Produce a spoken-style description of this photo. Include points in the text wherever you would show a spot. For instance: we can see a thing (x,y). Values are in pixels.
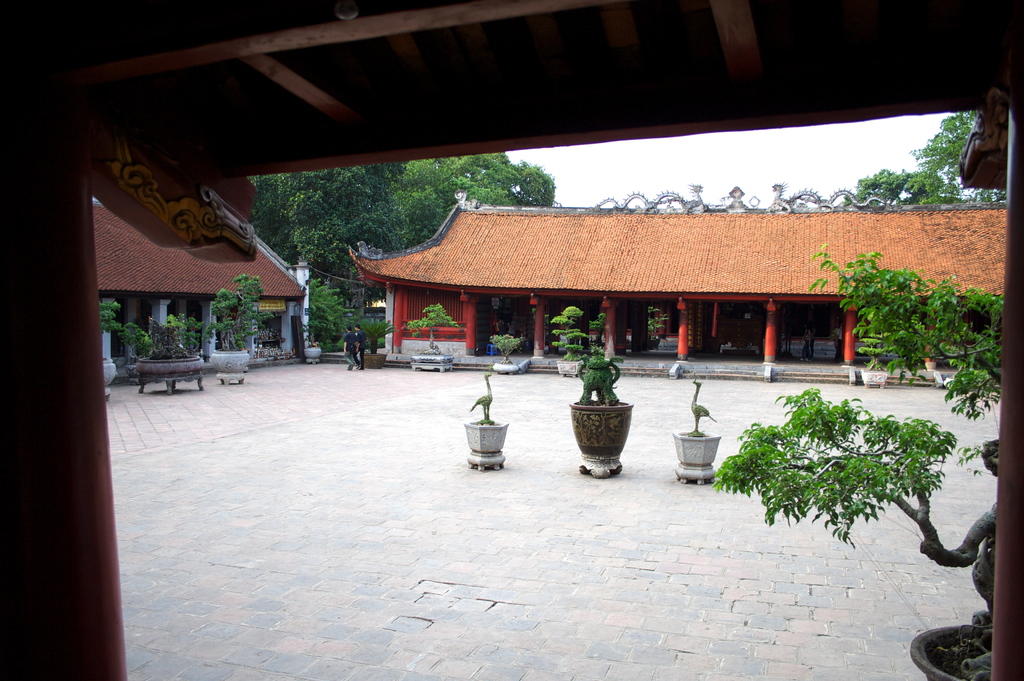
In this image we can see a clay pot (930,674) on the right side (958,623). Here we can see the decorative statues (487,398). Here we can see the trees (332,336). Here we can see the houses (848,259). Here we can see two persons (351,332) walking on the floor (337,372). In the background (381,220), we can see the trees (940,149).
